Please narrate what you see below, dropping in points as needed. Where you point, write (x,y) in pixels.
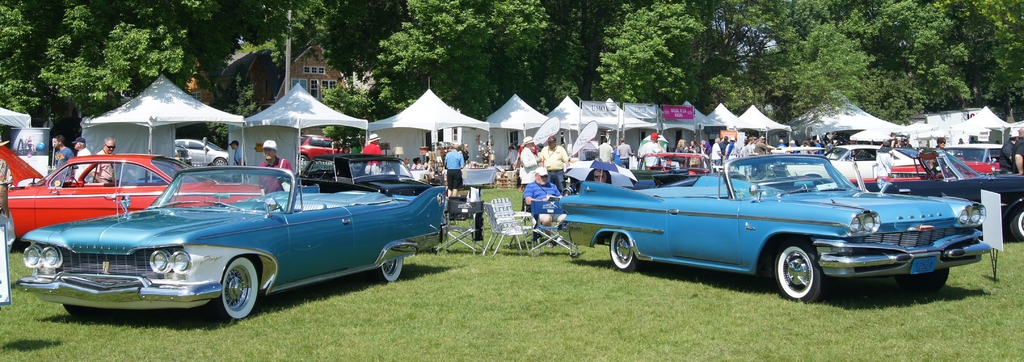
This image consist of cars (81,246) in the middle (401,210). There are chairs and people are sitting on chairs (466,231). There are tents (127,129) in the middle (571,123). There are trees (498,51) at the top (481,96).
